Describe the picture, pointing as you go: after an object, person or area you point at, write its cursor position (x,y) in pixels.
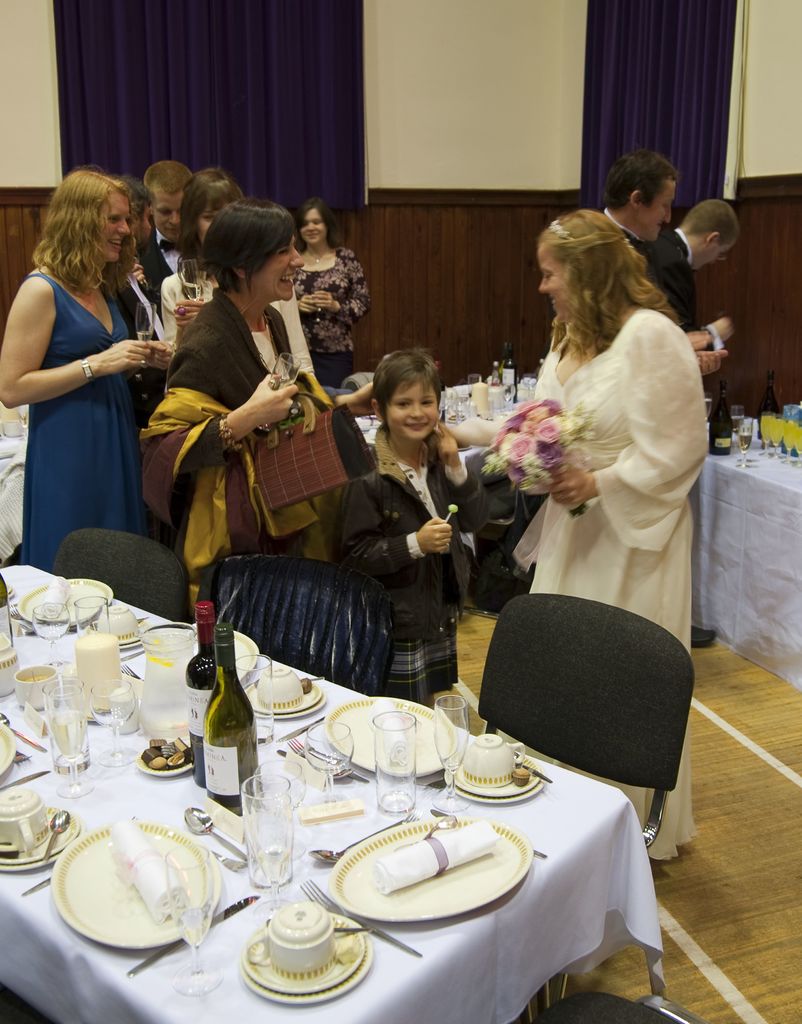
I can see in this image a group of people (273,398) standing on the floor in front of a table (373,794). I can see there are chairs (575,698). On the table (132,808) we have two glass bottles (226,715), plates (403,912) and other objects (292,777) on it in the background (429,103) there are few curtains (334,80) and white color wall (474,128).
